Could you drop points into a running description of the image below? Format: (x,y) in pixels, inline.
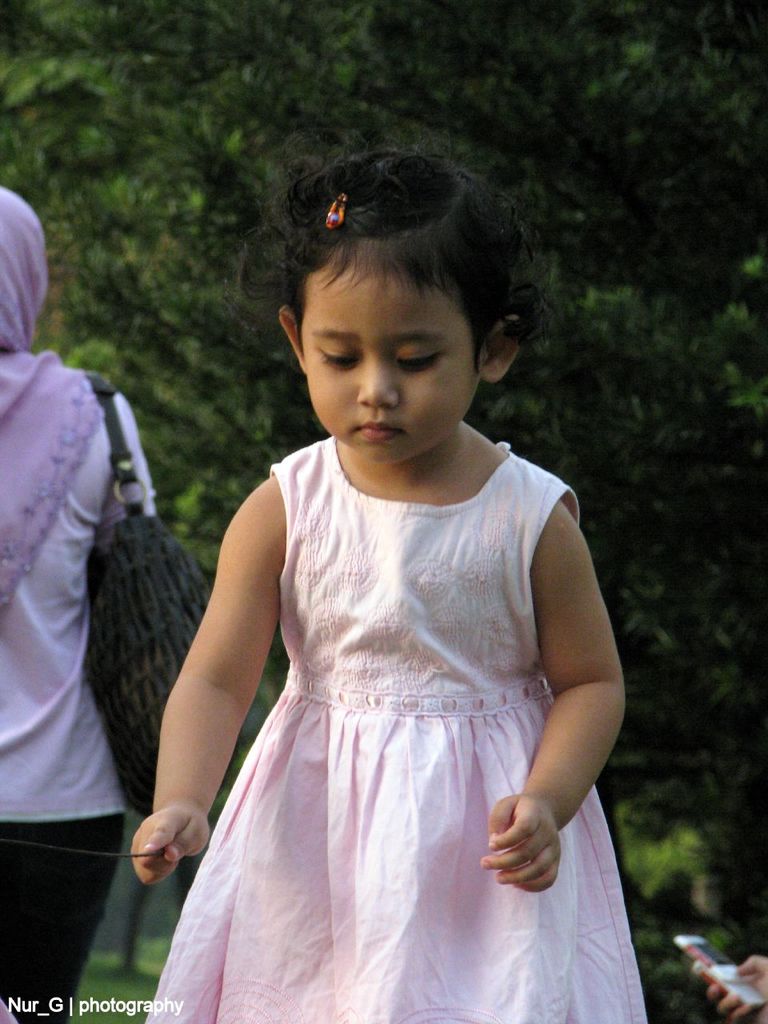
This image is taken outdoors. In the background (205,296) there are a few trees (588,365) and plants (669,799). On the left side of the image (33,796) there is a woman (43,667). In the middle of the image (340,611) there is a kid (354,906) standing on the ground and she is holding a stick (146,853) in her hand (160,865). On the right side of the image (710,967) a person (747,980) is holding a mobile (719,979) in hand (744,1005).
